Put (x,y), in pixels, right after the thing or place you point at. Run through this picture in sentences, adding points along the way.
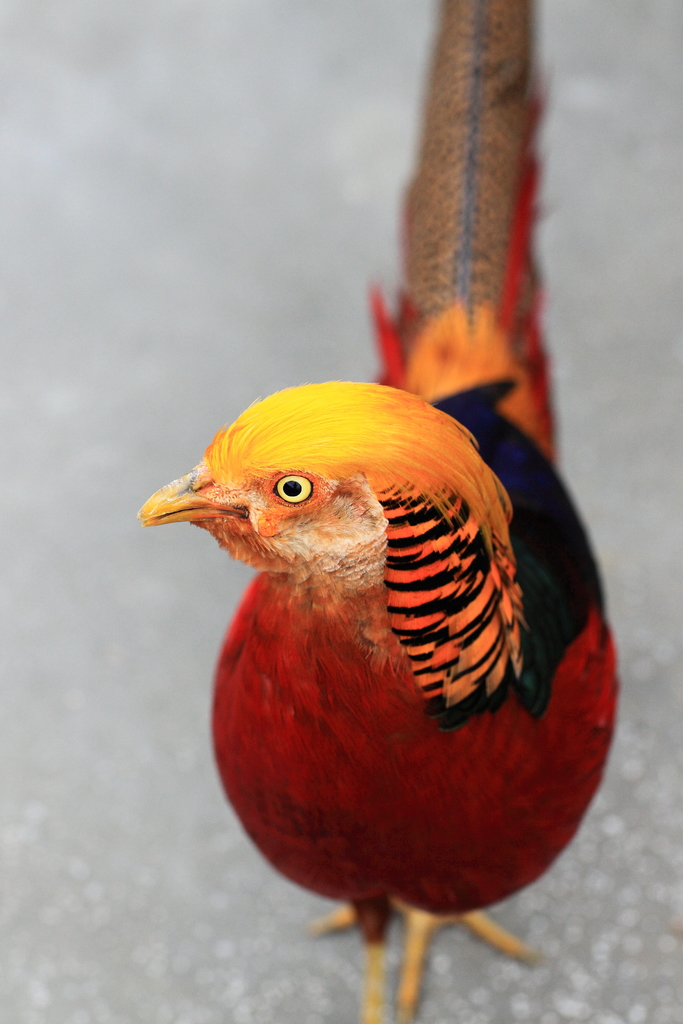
In this picture we can see a colorful pheasant (291,859).
